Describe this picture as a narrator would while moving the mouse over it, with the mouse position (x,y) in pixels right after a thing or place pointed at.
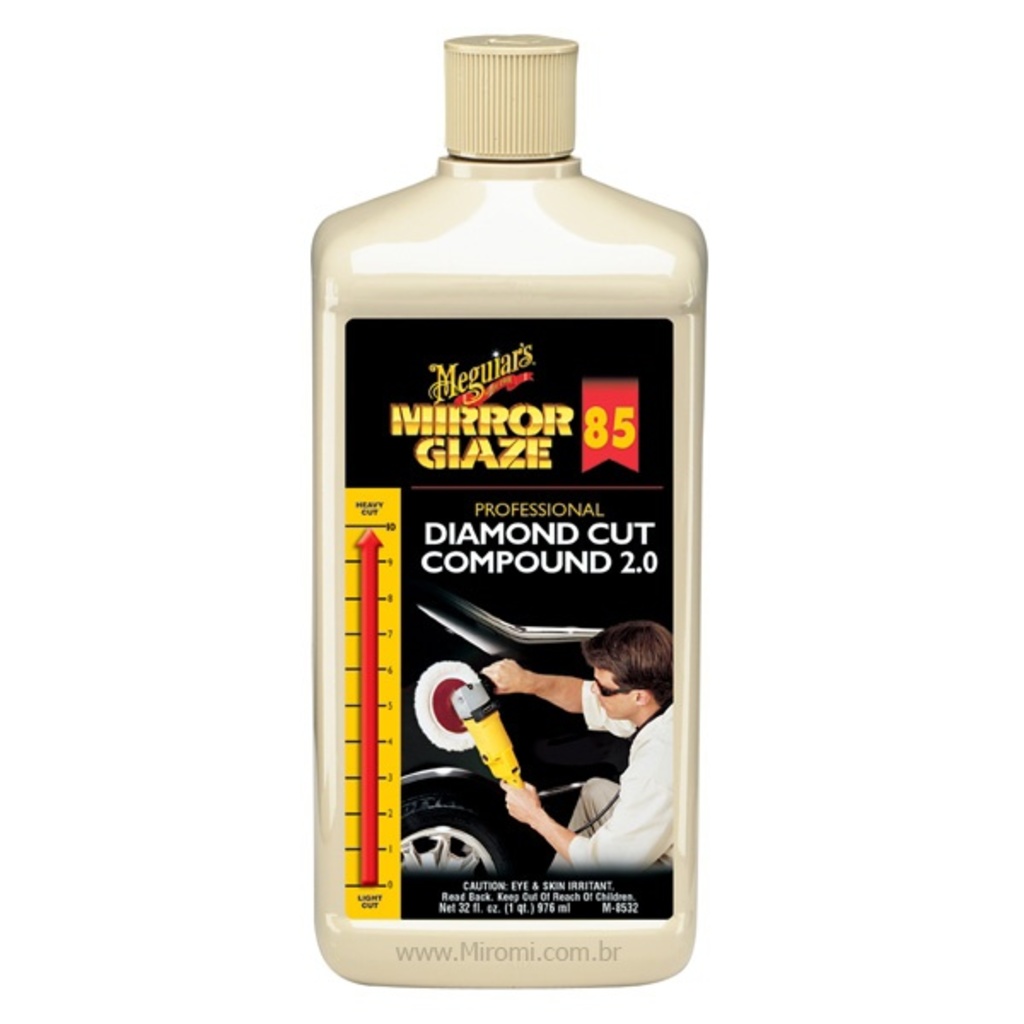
In this picture, we see a plastic bottle (525,375) in white color. On the bottle (456,528), we see a black color sticker (520,506) with some text (497,891) written on it. This is a mirror glaze diamond cut compound bottle (411,278). In the background (161,836), it is white in color.
